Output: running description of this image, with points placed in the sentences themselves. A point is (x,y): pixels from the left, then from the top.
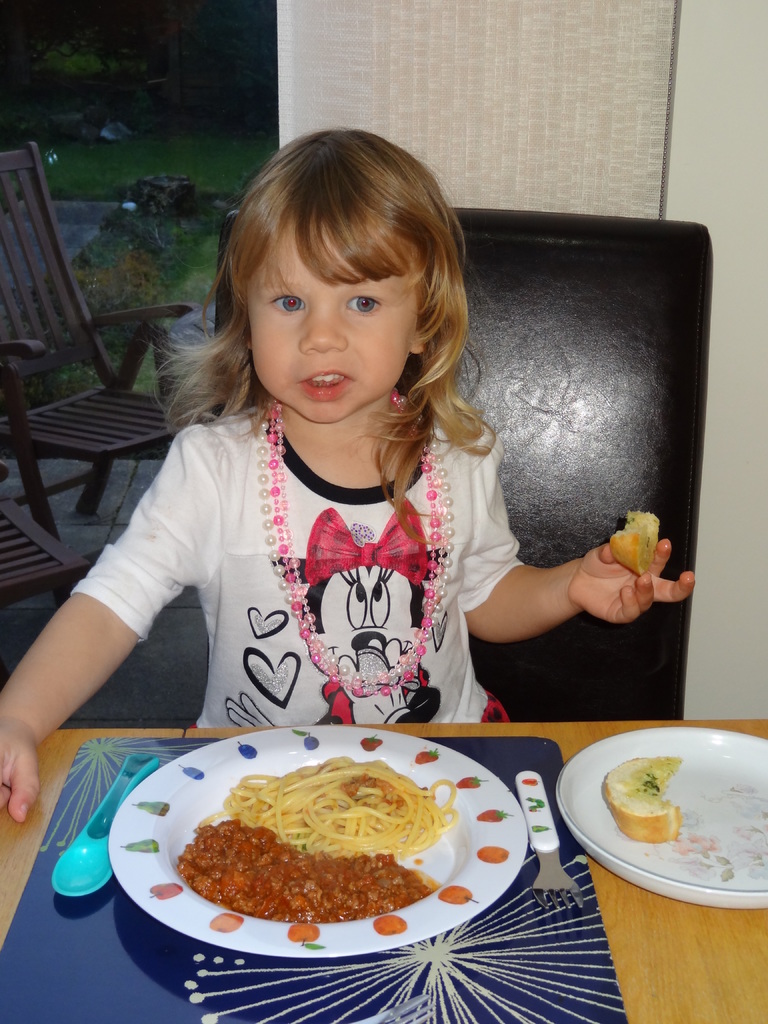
At the bottom of the image (62,764) there is a table (753,983), on the table (51,773) there are some plates (231,748), fork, spoon (131,758) and food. Behind the table (650,945) a girl (390,187) is sitting and holding food (623,527). Behind her there is a wall (720,166) and there are some chairs (14,220).
